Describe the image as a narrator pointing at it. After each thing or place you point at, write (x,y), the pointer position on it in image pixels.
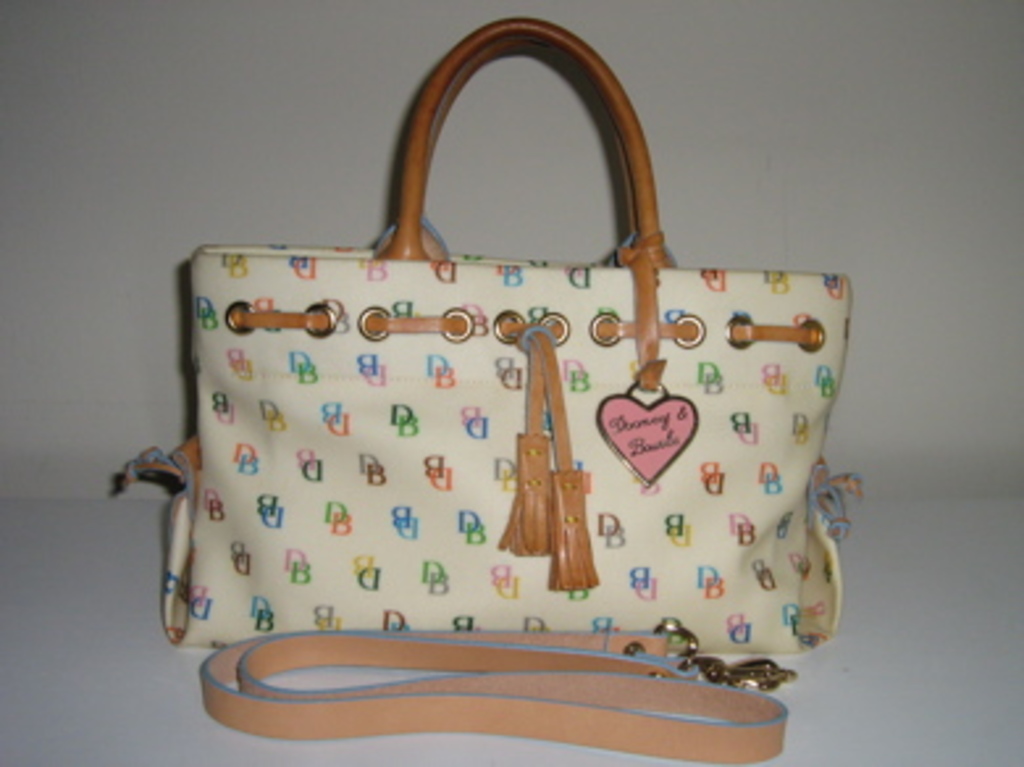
Here we can see a handbag (265,255) which have heart symbol (630,460) on it
